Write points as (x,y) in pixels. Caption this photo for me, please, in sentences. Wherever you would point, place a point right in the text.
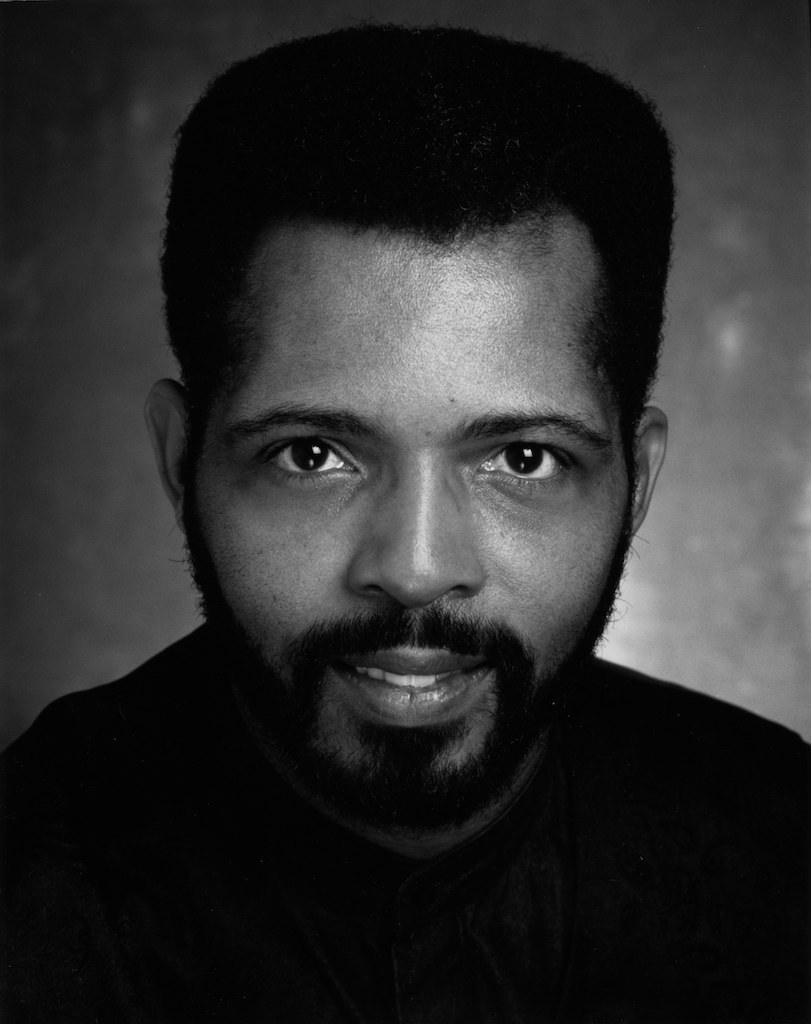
In this image I can see a person (275,294) and the image is in black and white.
